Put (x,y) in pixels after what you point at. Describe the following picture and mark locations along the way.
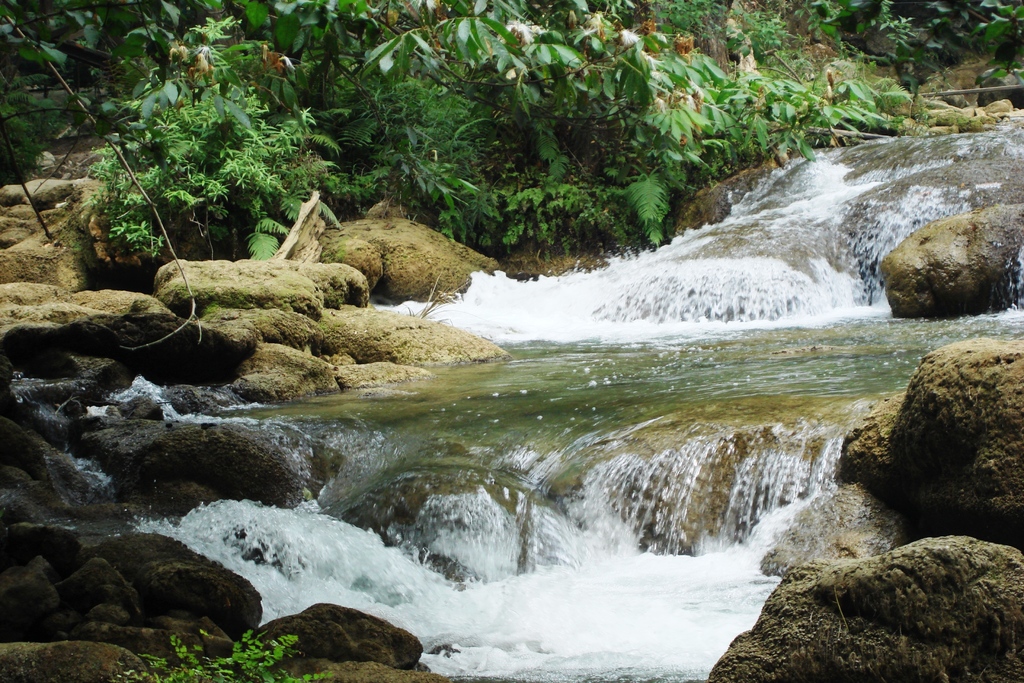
In this image we can see water (666,378). Also there are rocks (211,314). In the background (360,82) there are trees (296,73).
